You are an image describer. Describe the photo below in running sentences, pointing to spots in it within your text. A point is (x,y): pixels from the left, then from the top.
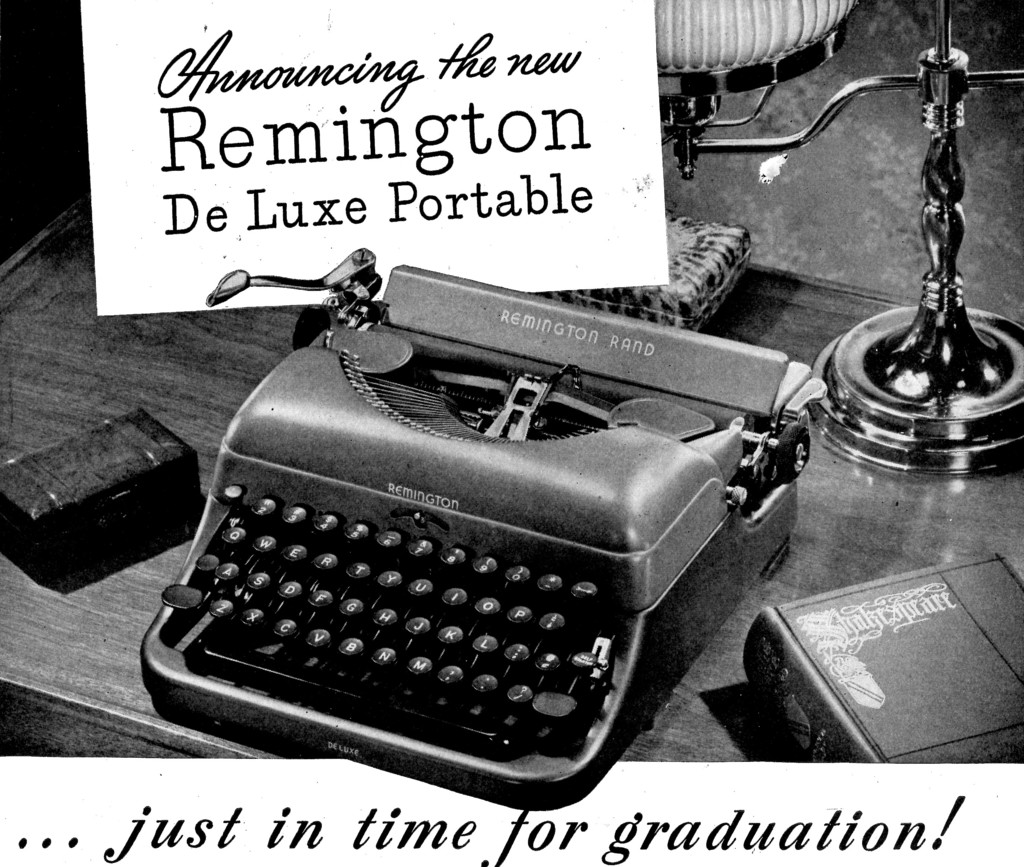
This is a poster (266,122) having an image and black color texts (539,204). In the image, we can see there is a typing machine (391,273) on a table (186,371), on which there are two boxes (709,266), a book (934,725) and a light (811,22) attached to a stand (967,441).
